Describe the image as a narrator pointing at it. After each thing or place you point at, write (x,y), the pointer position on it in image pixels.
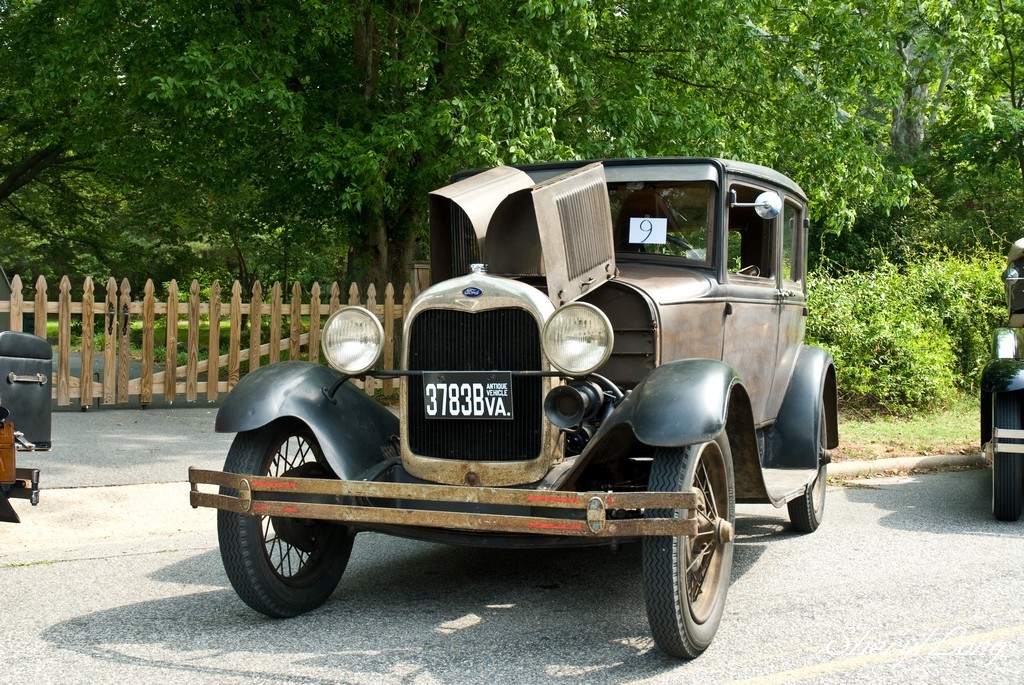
In this image I can see vehicle (606,212) on the road (550,624), at the back (295,300) I can see wooden railing (312,300), trees (382,113) in green color.
